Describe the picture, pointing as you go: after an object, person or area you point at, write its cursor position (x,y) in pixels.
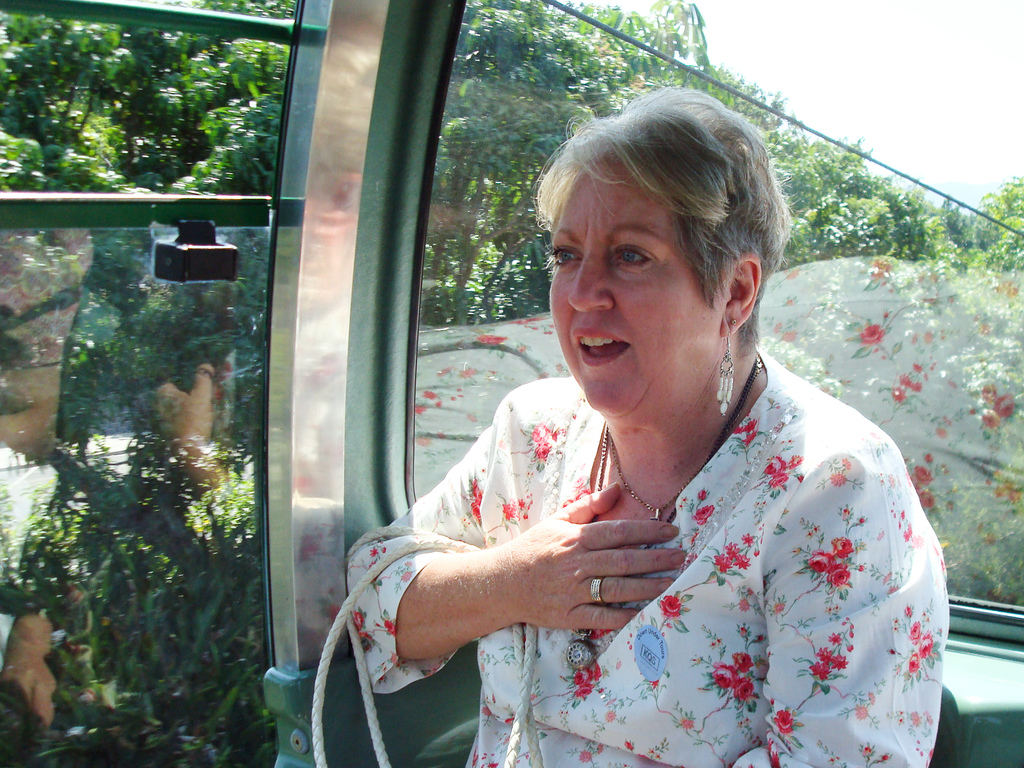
In the picture we can see a woman (771,641) sitting in a vehicle (408,745) and talking something she is wearing a white dress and some flower designs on it and from the glass windows (956,328) of the vehicle (426,48) we can see some plants (109,690), trees (522,236), and sky (950,61).
